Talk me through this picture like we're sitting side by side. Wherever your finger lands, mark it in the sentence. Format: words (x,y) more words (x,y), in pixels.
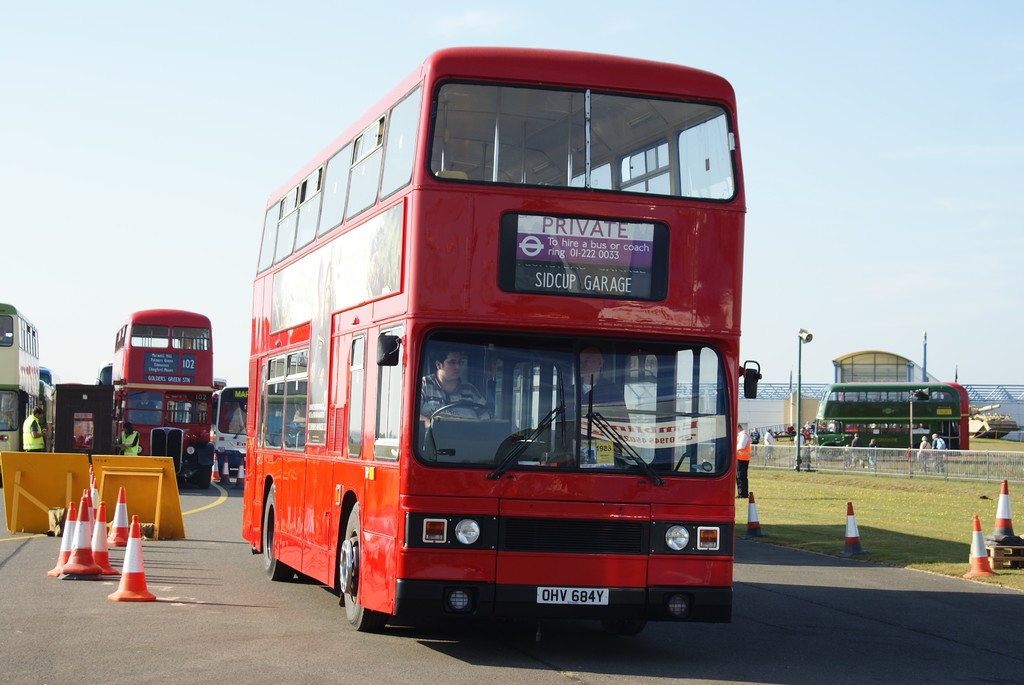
In this image we can see vehicles (368,403) on the road (231,558) and there are traffic cones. There are people (40,413). In the background (879,376) we can see a shed (879,376), poles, wall (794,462) and sky (258,123).
